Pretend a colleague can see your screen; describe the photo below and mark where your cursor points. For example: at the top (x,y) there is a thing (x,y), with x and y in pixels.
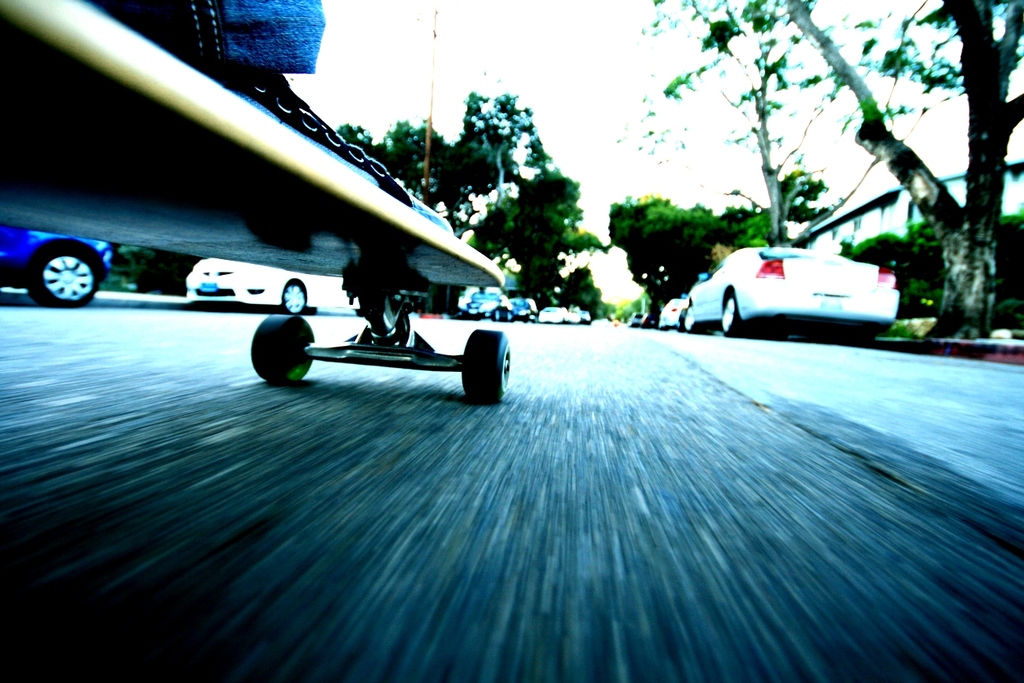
In this image we can see the skateboard (364,231). And right top we can see trees (997,167). And cars images (807,271) are also seen in middle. And we can see sky (641,93) at the top (965,125).
